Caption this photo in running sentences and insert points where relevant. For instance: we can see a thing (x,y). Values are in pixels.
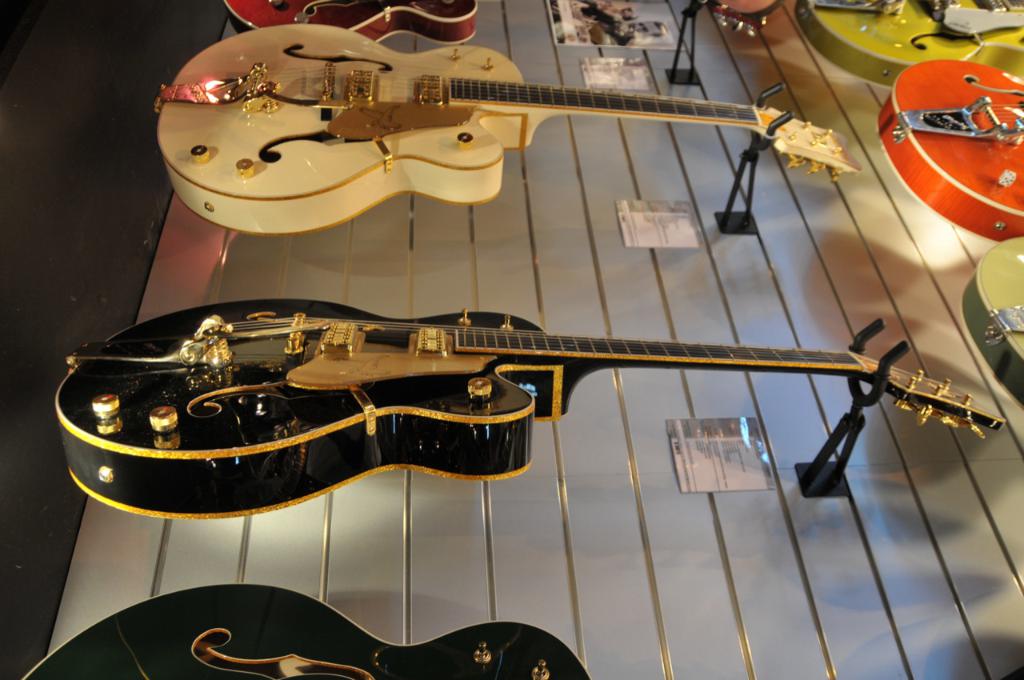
In this image there are guitars (299,106) with different colors like green, orange, black, red and white.
